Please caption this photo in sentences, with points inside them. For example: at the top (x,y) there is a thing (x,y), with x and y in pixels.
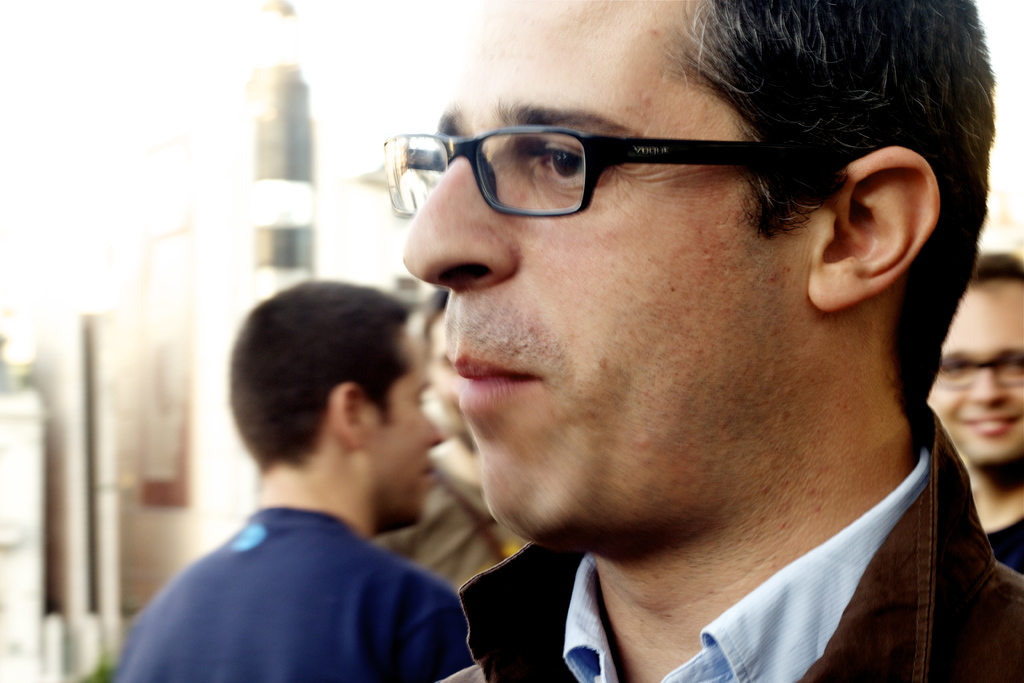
In this image we can see a group of people (689,85). Some persons (667,396) are wearing spectacles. In the background (104,424), we can see some objects (110,413).
